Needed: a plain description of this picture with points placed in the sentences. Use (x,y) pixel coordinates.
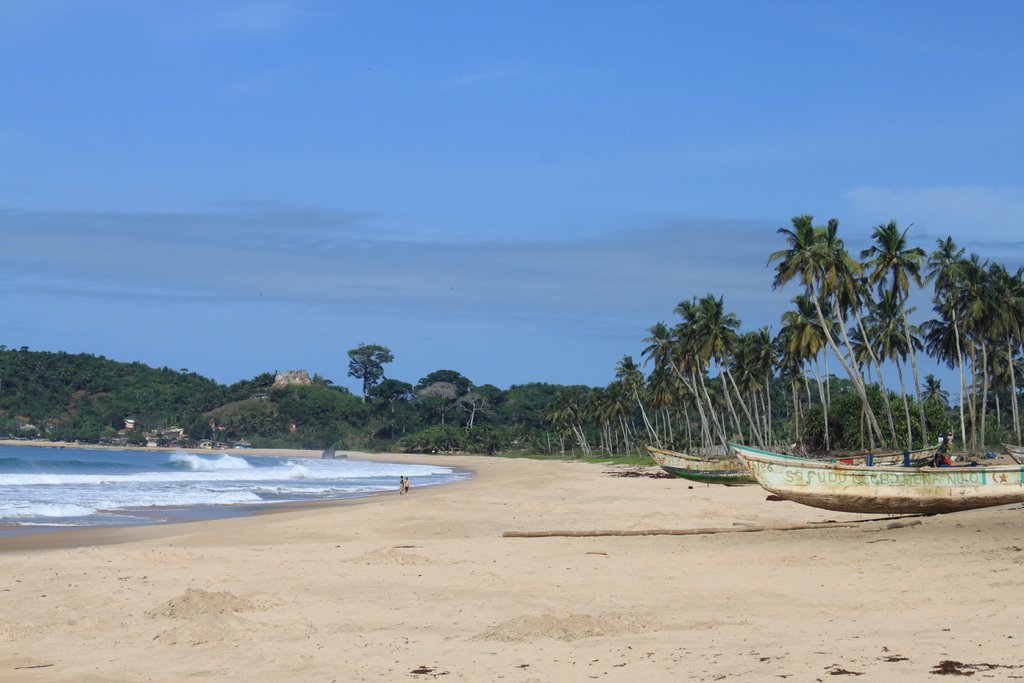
In this image, we can see so many trees (483,399), hills (37,396), plants (954,421) and boats (1009,497). On the left side of the image (227,482), we can see the sea (166,474). Here there is a sea shore (397,544), two people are standing. Background (213,302) we can see the sky (410,158).
